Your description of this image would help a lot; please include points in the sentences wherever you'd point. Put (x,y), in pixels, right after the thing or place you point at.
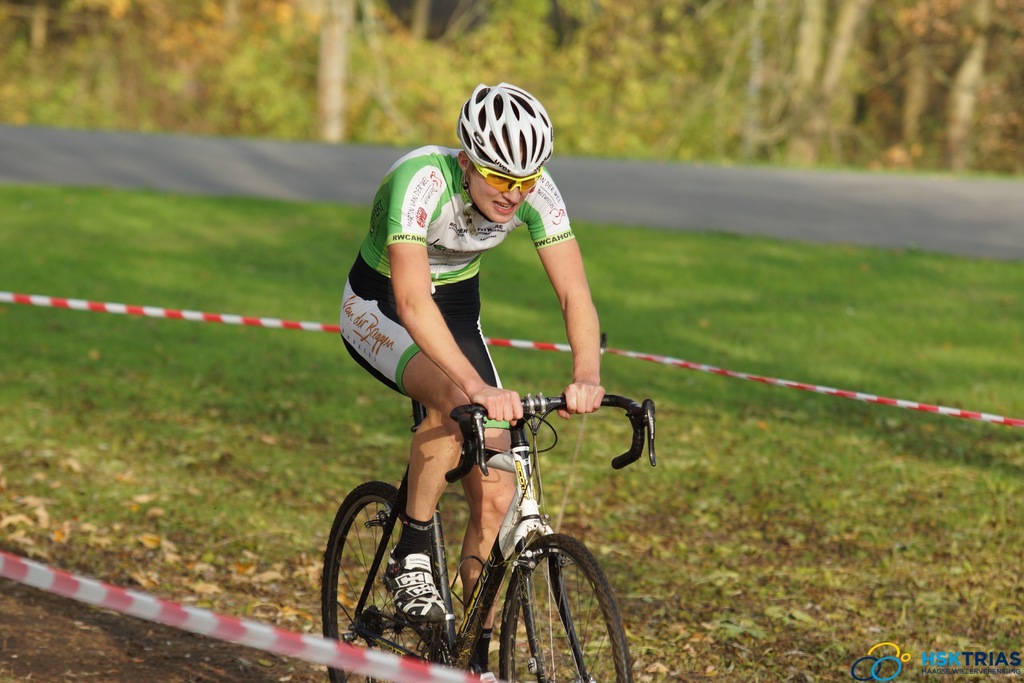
In the center of the image (450,297) we can see a person (453,245) riding a bicycle (523,593) and there are ribbons (92,590). In the background (556,130) there are trees (633,57), road (725,198) and grass (718,288).
